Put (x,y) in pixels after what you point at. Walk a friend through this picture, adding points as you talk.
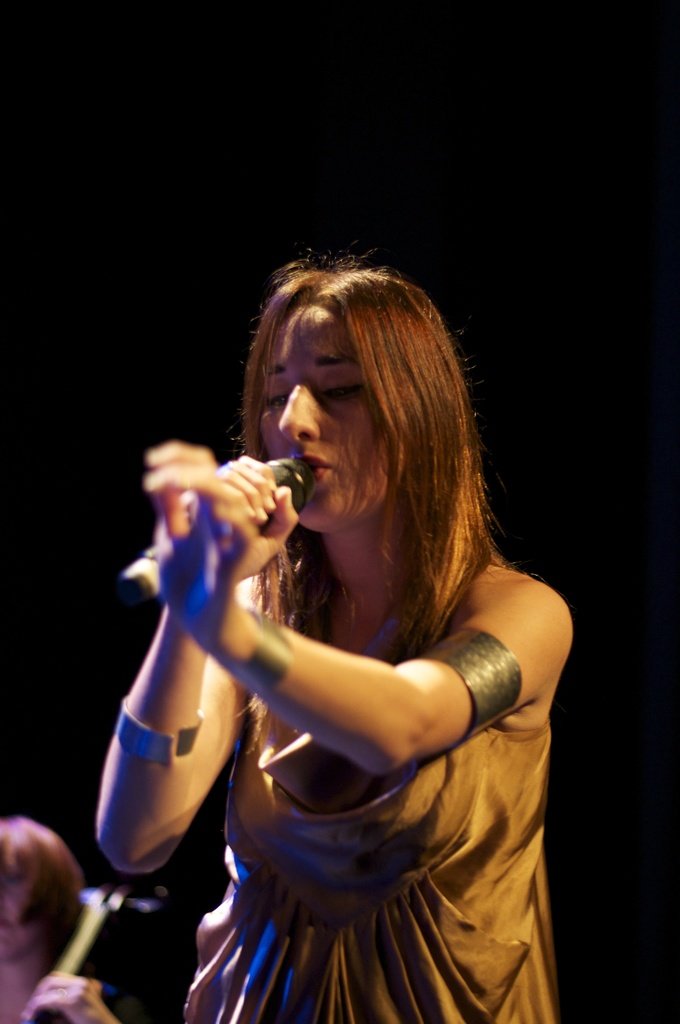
In this image there is one women (306,673) standing and holding a Mic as we can see in the middle of this image (333,634). There is one another person (32,952) is in the bottom left corner of this image (78,992).
